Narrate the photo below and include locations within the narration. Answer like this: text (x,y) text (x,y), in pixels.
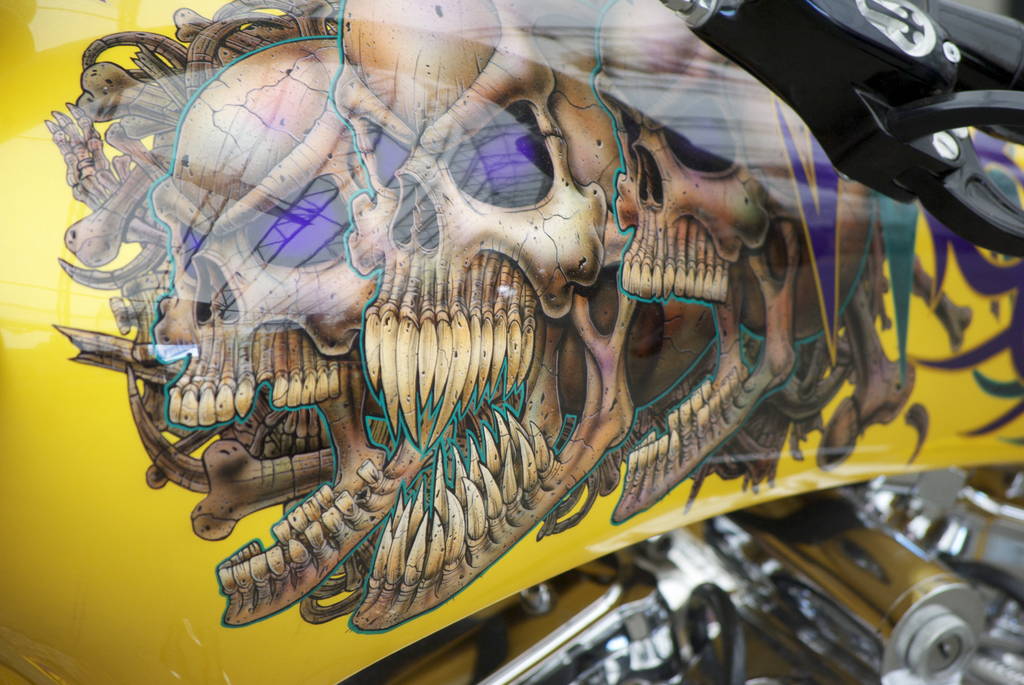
In the image there are skull designs (294,336) on the bike (680,387). Below that there are few parts (877,594) of the bike (912,529). And also there is a handle (853,172).
